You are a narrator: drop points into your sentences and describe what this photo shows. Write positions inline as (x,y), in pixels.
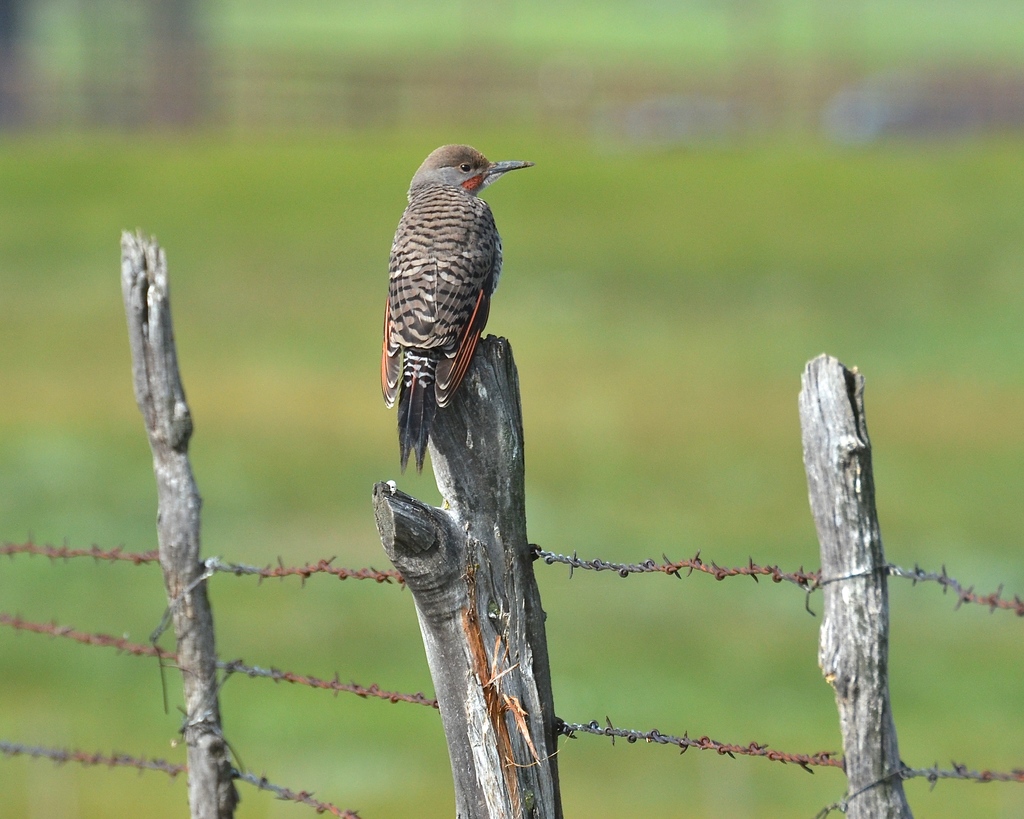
In this picture there is a bird (473,218) standing on the tree branch (461,592). In the foreground (517,655) there is a fence (527,608). At the back (835,244) image is blurry.
